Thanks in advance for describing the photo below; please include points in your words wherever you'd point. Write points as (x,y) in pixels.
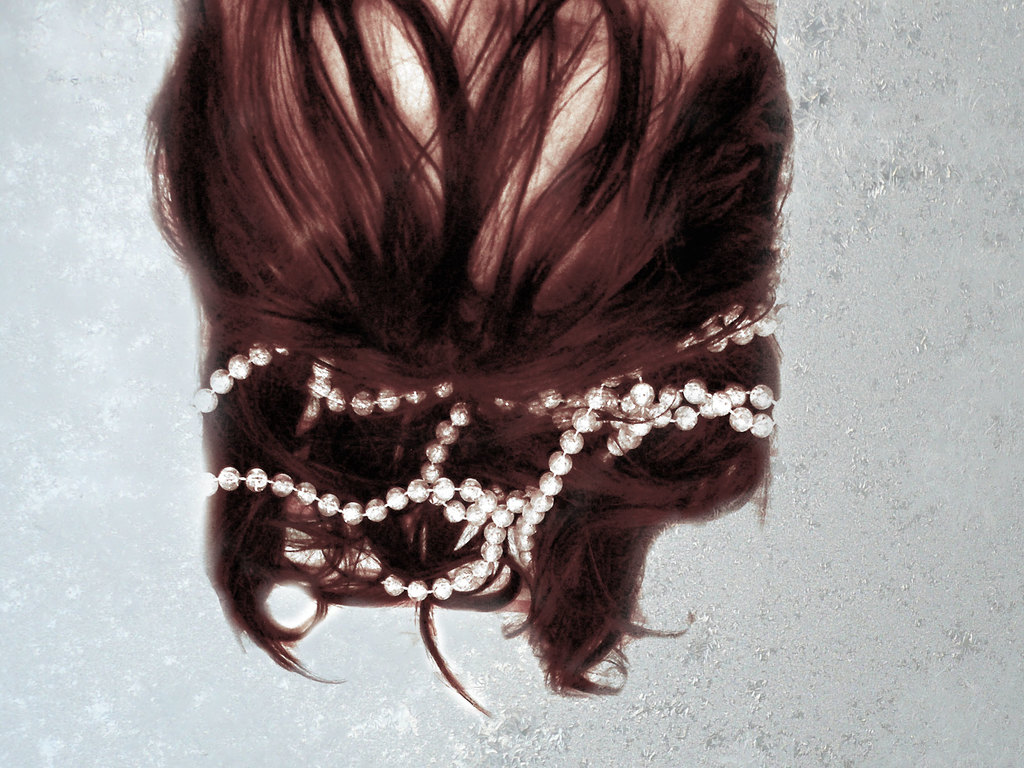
In this picture we can see a person head (408,123) and on the hair (421,380) there is a hair accessory (444,391). Behind the person (526,207), it looks like a wall (886,742).
